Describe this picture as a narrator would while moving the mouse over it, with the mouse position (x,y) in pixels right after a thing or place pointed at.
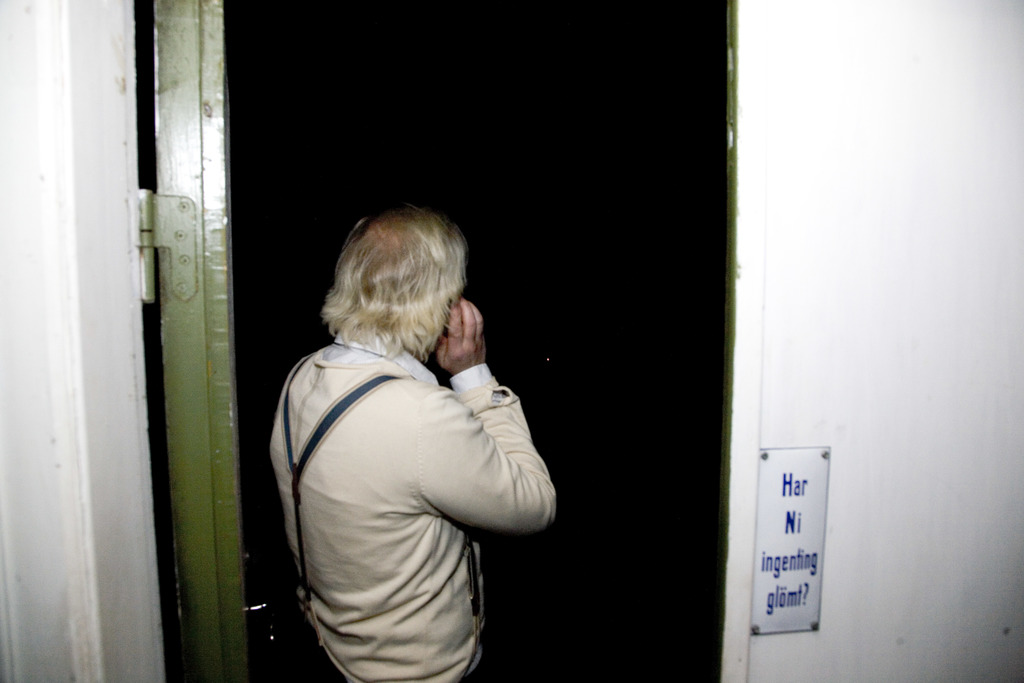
In this image, we can see a person (411,505) standing, there is a door (19,150) and we can see the wall (809,670). There is a white board (770,520) with some text (798,495) on the wall (831,499).
